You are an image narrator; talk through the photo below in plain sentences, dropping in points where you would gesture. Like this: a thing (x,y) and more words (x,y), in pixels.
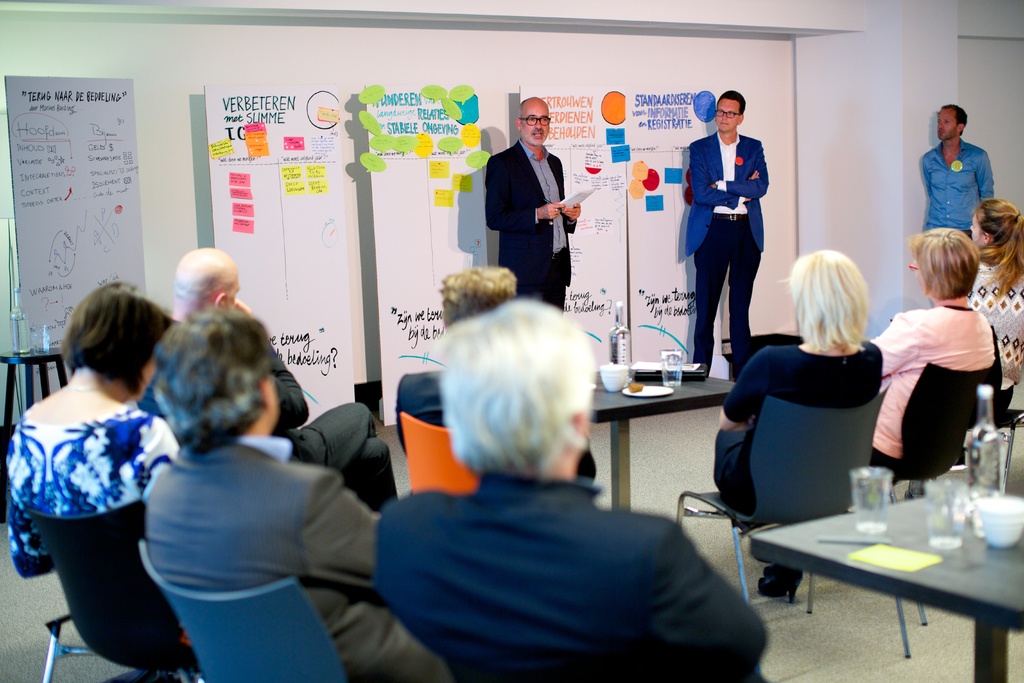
In the image we can see there are people (747,647) who are sitting on chair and in front there are three men (522,204) who are standing and they are looking at the people (765,570).
